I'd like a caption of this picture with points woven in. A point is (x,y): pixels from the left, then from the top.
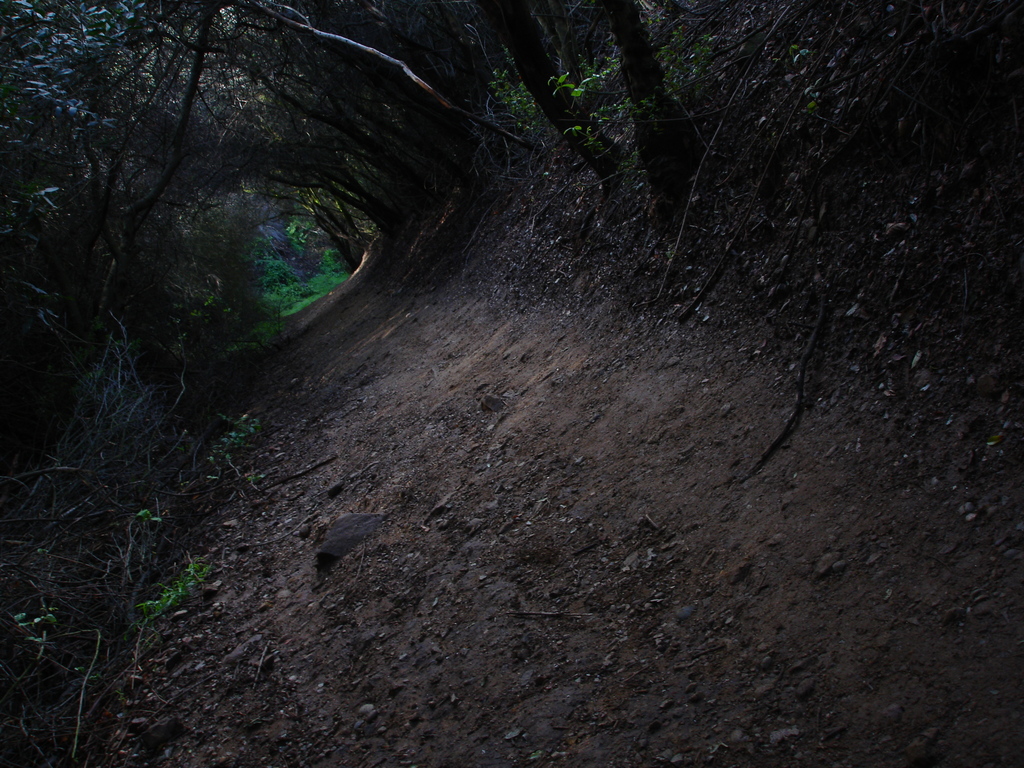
In this image we can see trees (99,270). At the bottom of the image (880,533) there is road (352,294).
